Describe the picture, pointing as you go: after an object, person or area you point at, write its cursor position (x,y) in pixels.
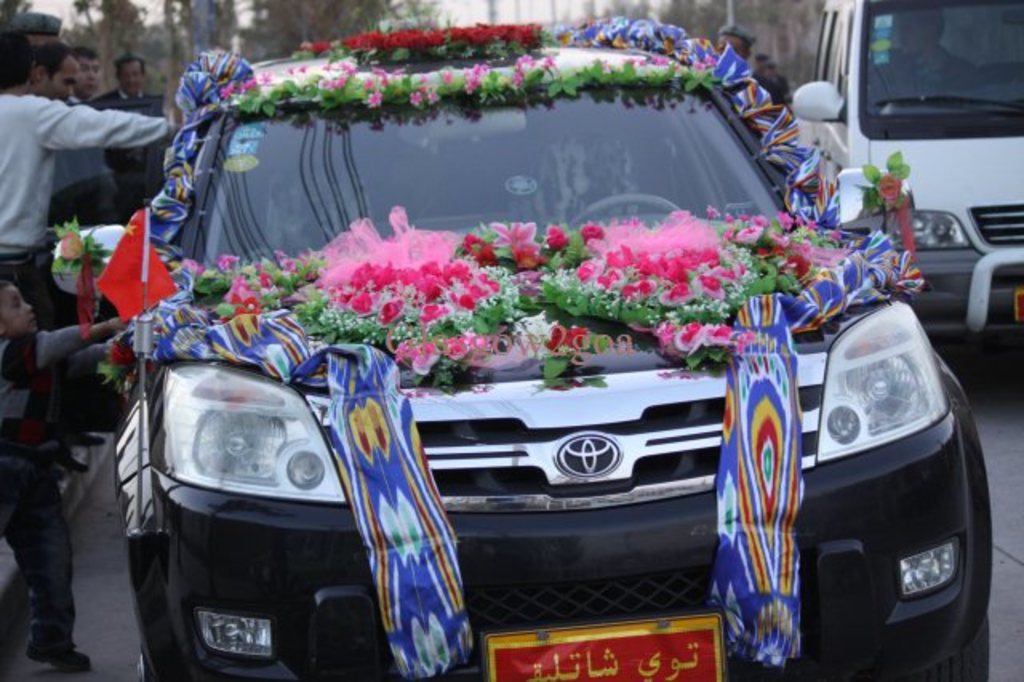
This image is clicked on the road (1003,379). There are vehicles (939,129) moving on the road (1018,450). In the foreground (419,401) there is a car (438,402). The car (441,422) is decorated with flowers (264,288) and a cloth (333,353). There is a flag (145,303) on the car (167,376). To the left (70,371) there are people (26,383) standing. In the background (214,29) there are trees (157,38). At the top (472,2) there is the sky (74,11).
